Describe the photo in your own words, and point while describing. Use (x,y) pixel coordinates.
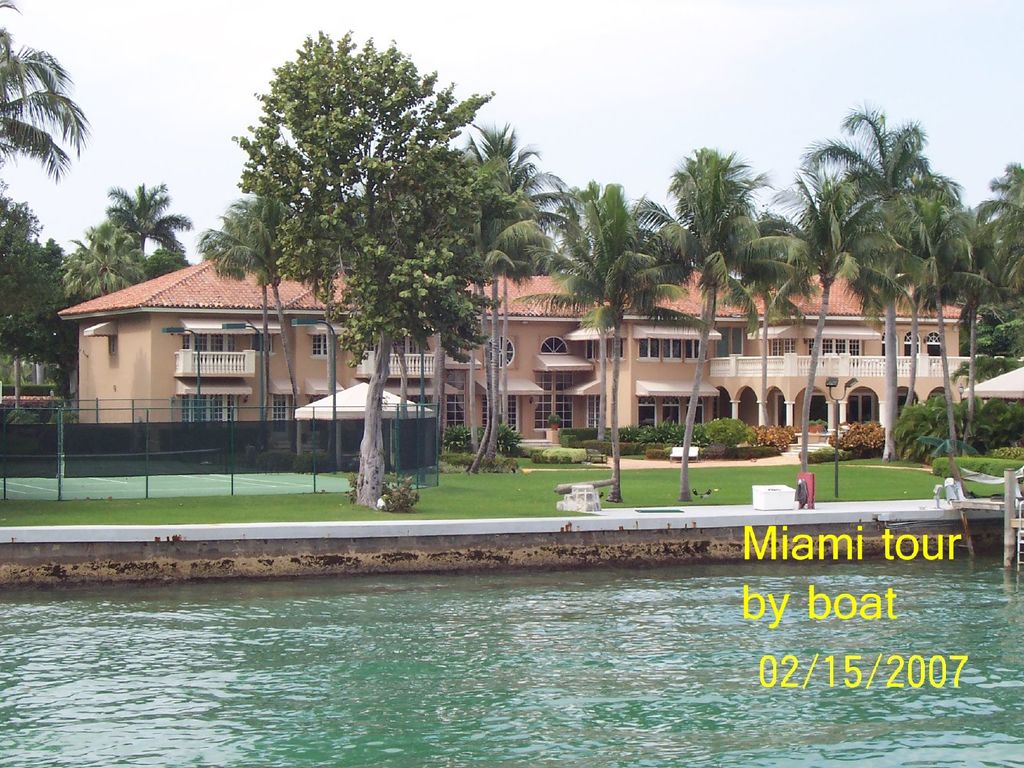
At the bottom of the image (222,765) we can see water (952,564). In the middle of the image (488,347) trees (115,250), plants (1001,469), fencing (12,412) and building (225,360). At the top of the image (975,13) we can see some clouds (198,15) in the sky (114,57).
